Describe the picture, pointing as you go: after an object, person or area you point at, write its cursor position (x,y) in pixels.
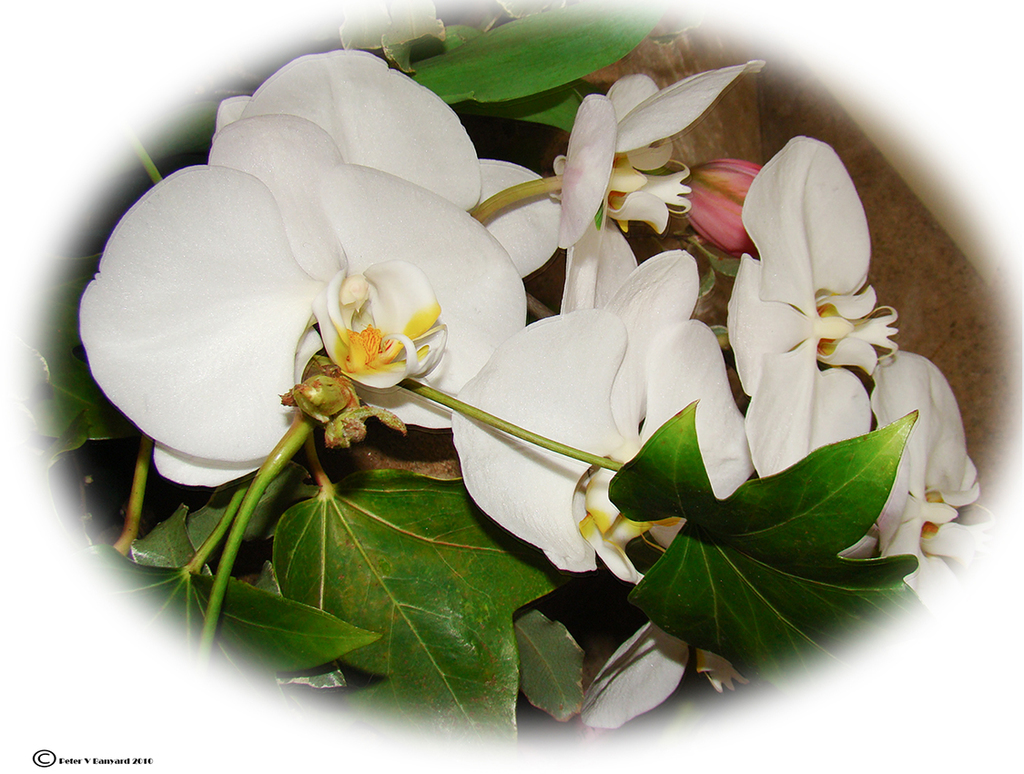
In this image we can see flowers (343,249), stems (244,506) and leaves (454,562) Left side (32,754) bottom of the image (47,754) there is a watermark (133,757).
